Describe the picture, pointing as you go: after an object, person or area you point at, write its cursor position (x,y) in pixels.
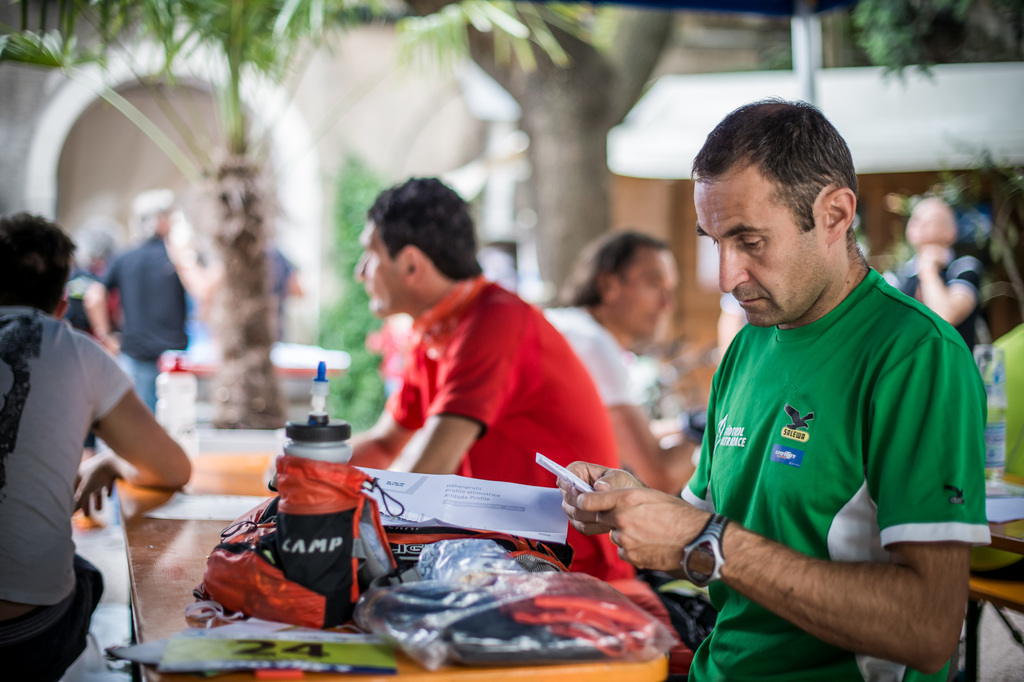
In the foreground of the image (559,409) there are people (607,546) sitting at tables (131,536). In front of them there is a table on which there are objects (350,544). In the background of the image (311,214) there are trees (637,51), people (155,264), building (376,77).
